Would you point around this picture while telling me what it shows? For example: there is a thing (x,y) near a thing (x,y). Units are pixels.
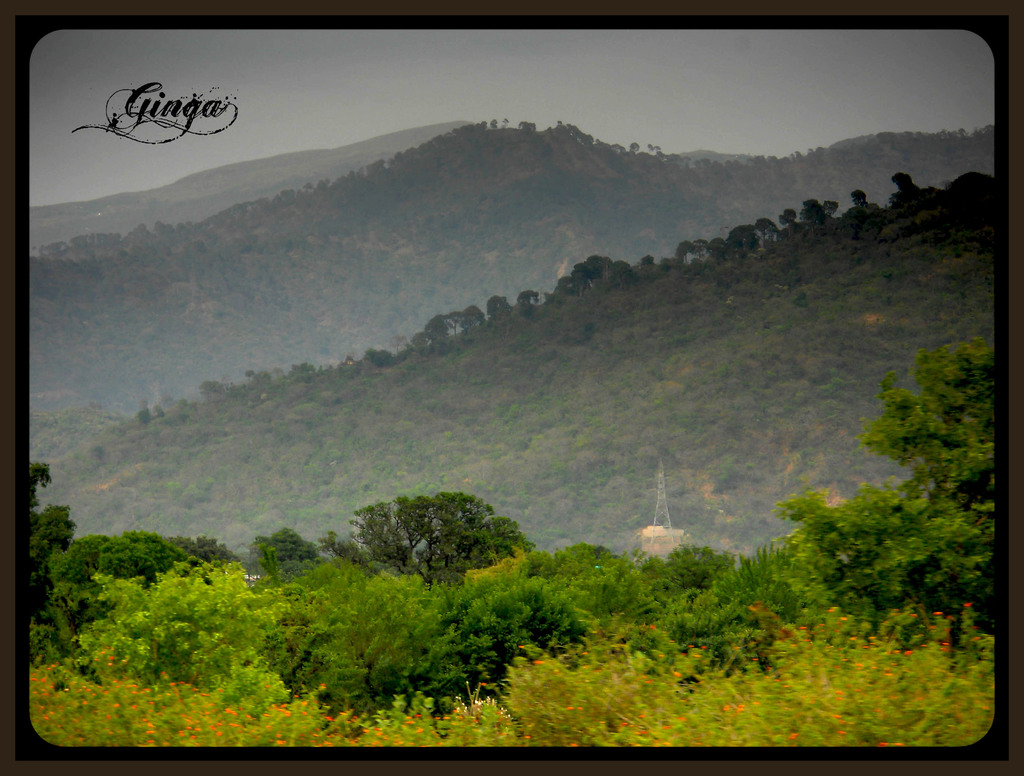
In this image, we can see so many trees (818,537), mountains (611,540), plants (764,678), flowers (492,702), transmission tower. Top of the image (533,118), there is a sky (197,126). On the left side (148,117), we can see a watermark (172,116) in the image. The borders of the image, we can see a black color.
